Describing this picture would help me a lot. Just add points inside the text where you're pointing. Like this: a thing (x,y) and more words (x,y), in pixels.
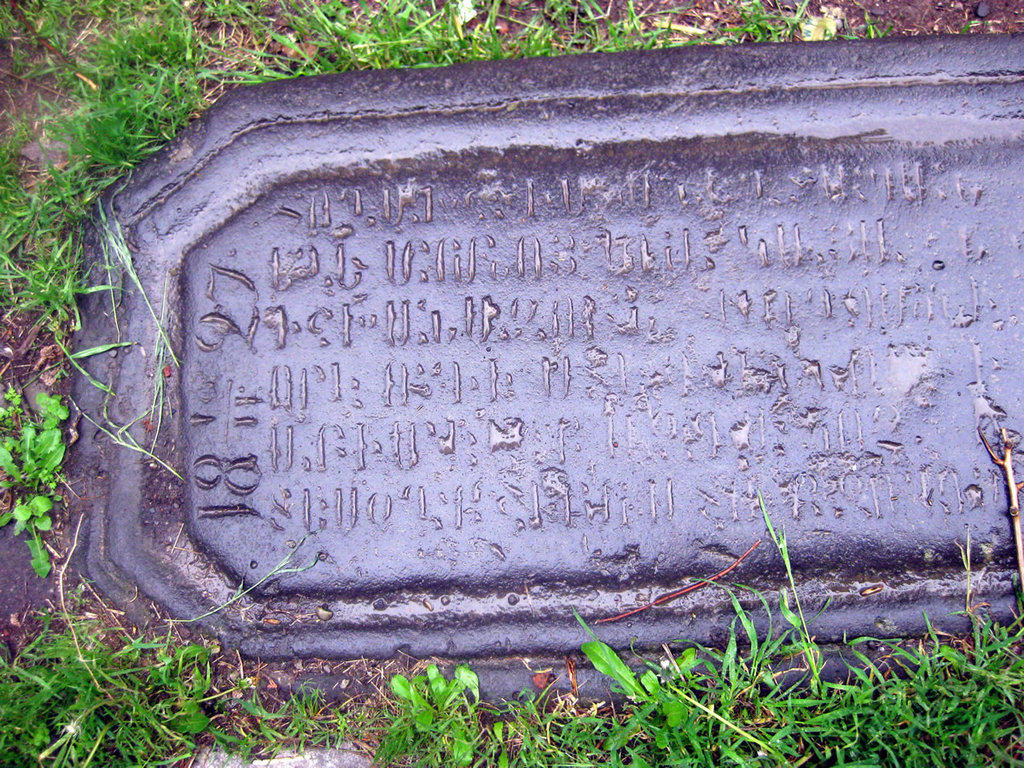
In this picture there is a stone (626,129) and there is text (304,422) on the stone (396,511) and there's grass (101,97) on the ground (903,681).
